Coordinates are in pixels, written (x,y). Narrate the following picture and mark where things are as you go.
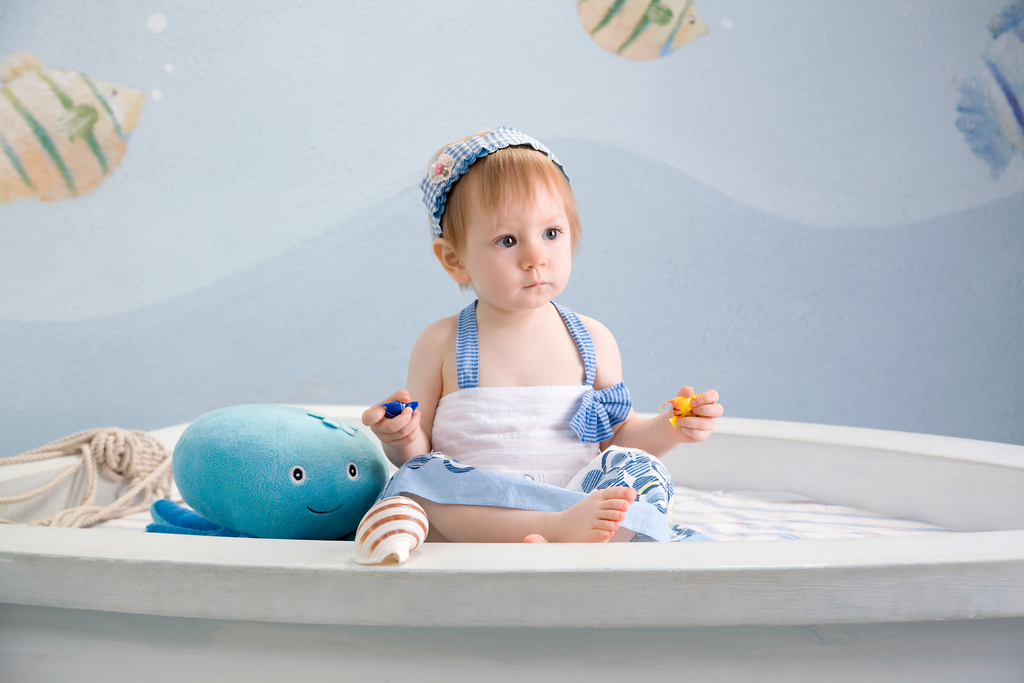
In this picture I can see a kid (507,360) sitting and holding objects (671,404), there is a shell (424,521), toy (344,437) and a rope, and in the background (231,198) there is a wall poster (127,353).
